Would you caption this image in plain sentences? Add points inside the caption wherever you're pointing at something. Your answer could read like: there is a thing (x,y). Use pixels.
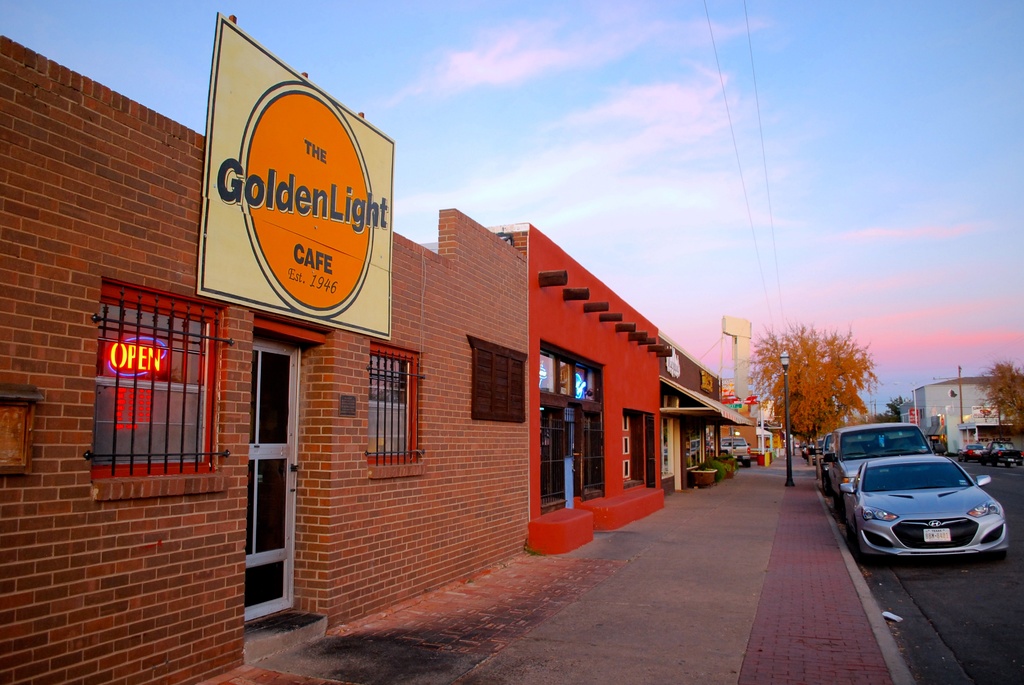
This image is taken outdoors. At the top of the image (652,155) there is the sky (625,104) with clouds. At the bottom of the image (728,642) there is a sidewalk (630,633). On the left side of the image (296,464) there are a few houses (477,435). There is a board (352,194) with a text (364,212) on it. There is a pole (787,404) with a street light (782,358). On the right side of the image (886,432) a few cars (904,442) are parked on the road (917,604). There are a few trees (801,379). There are a few houses (932,405). There are a few poles (917,407).
